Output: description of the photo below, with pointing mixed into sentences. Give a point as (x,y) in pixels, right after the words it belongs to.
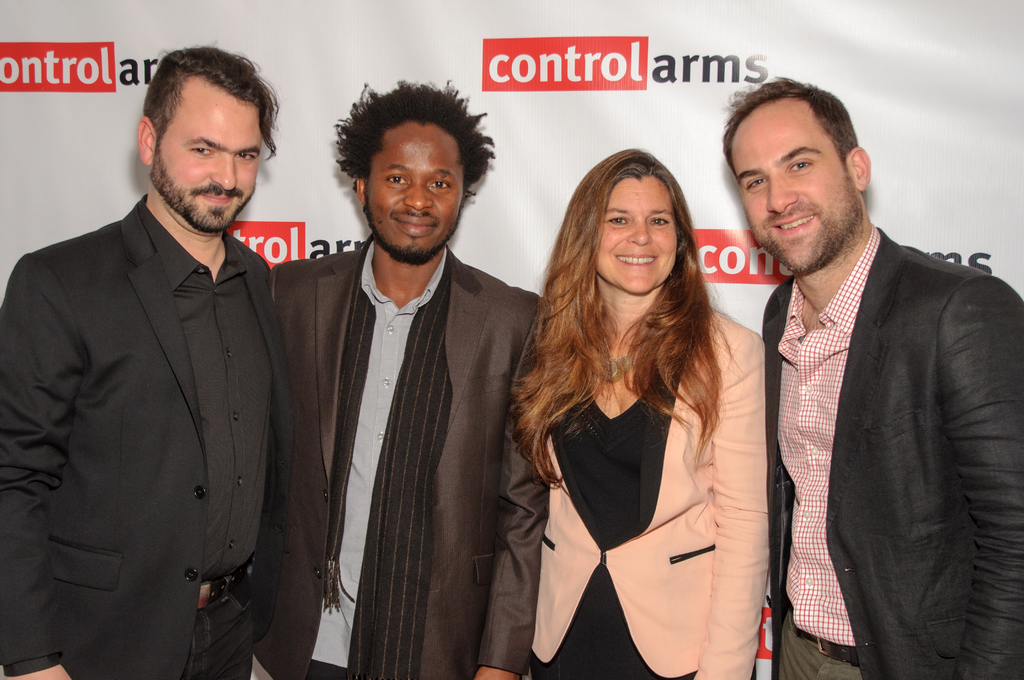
There are four persons (231,278) in different color dresses (865,356), smiling and standing. In the background (897,143), there are white and black color texts (527,65) on the white color banner (293,42).
